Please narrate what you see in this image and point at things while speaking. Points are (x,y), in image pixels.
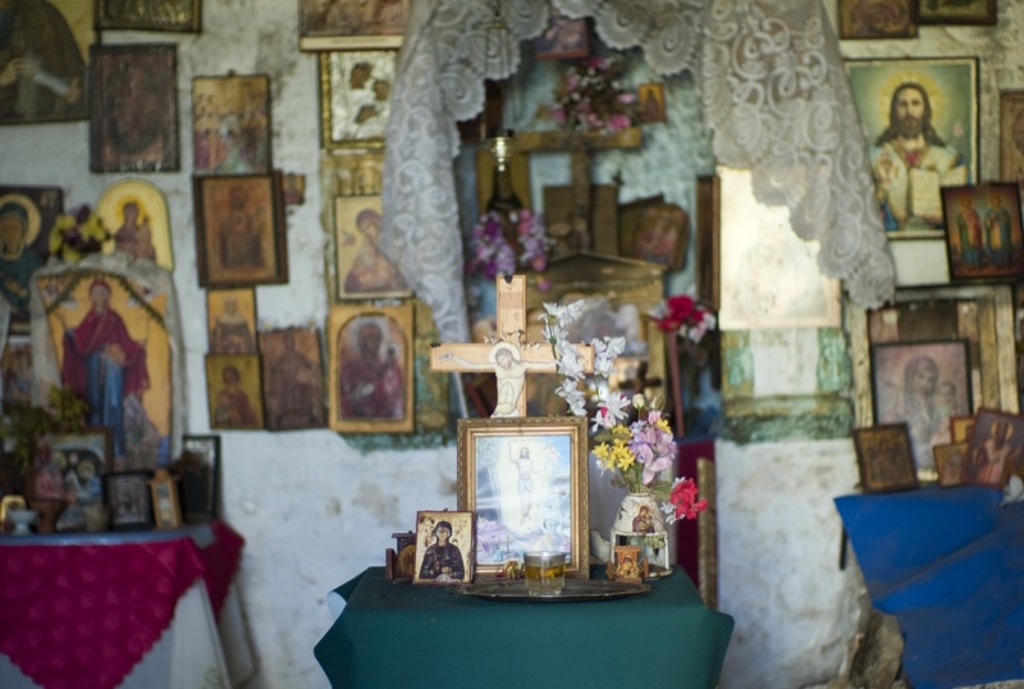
In this picture we can see frames (573,466), glass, flowers (625,494) in vase (635,515), sticker (511,380) on christian cross (497,381) and objects (626,545) on tables (505,639). In the background of the image (386,337) we can see frames (150,450) on the wall (824,384), flowers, bottle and cloth (792,40).
